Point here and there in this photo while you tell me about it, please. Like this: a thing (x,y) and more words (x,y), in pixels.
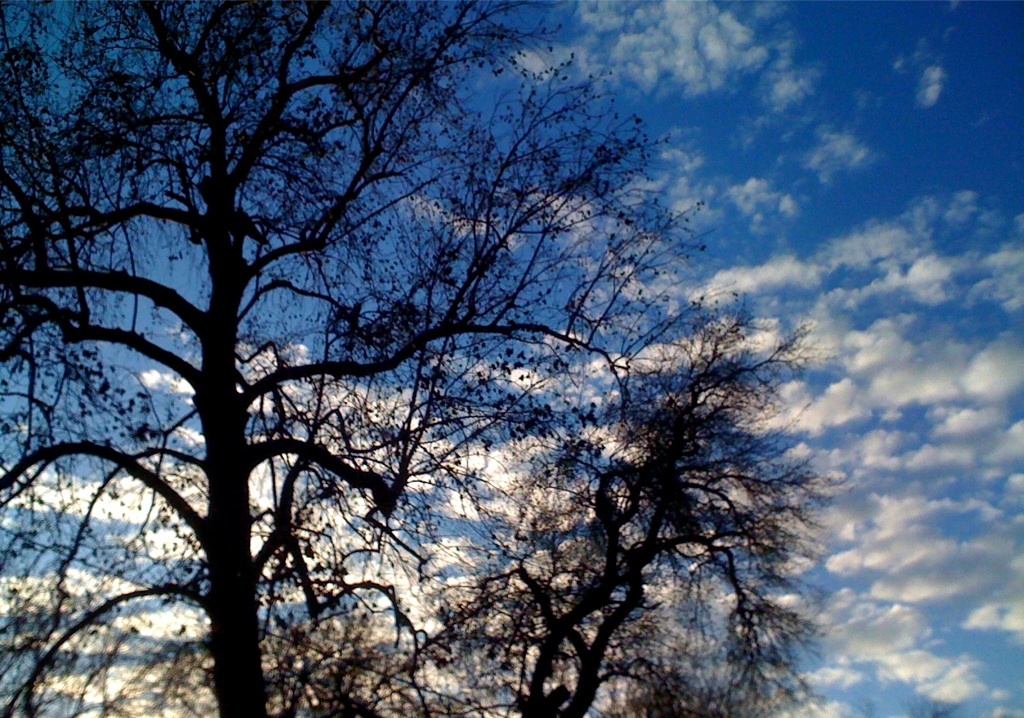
In the image there are two trees (499,332) and in the background (788,165) there is a sky (752,164) with many clouds (892,337).
